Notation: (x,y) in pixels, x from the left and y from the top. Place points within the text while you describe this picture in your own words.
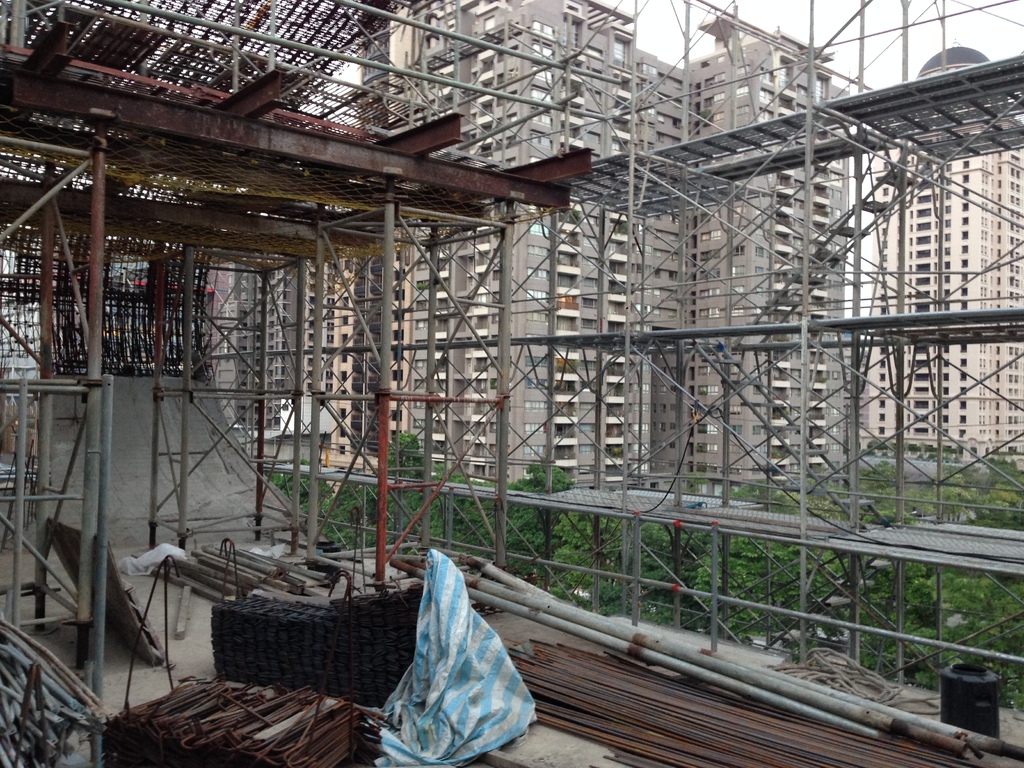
In this image in the center (387,386) there are metal objects (568,708) and there is a cloth (456,658) which is blue in colour. There are poles (314,457). In the background (543,414) there are buildings (605,354), trees (881,584) and the sky (846,31) is cloudy.
